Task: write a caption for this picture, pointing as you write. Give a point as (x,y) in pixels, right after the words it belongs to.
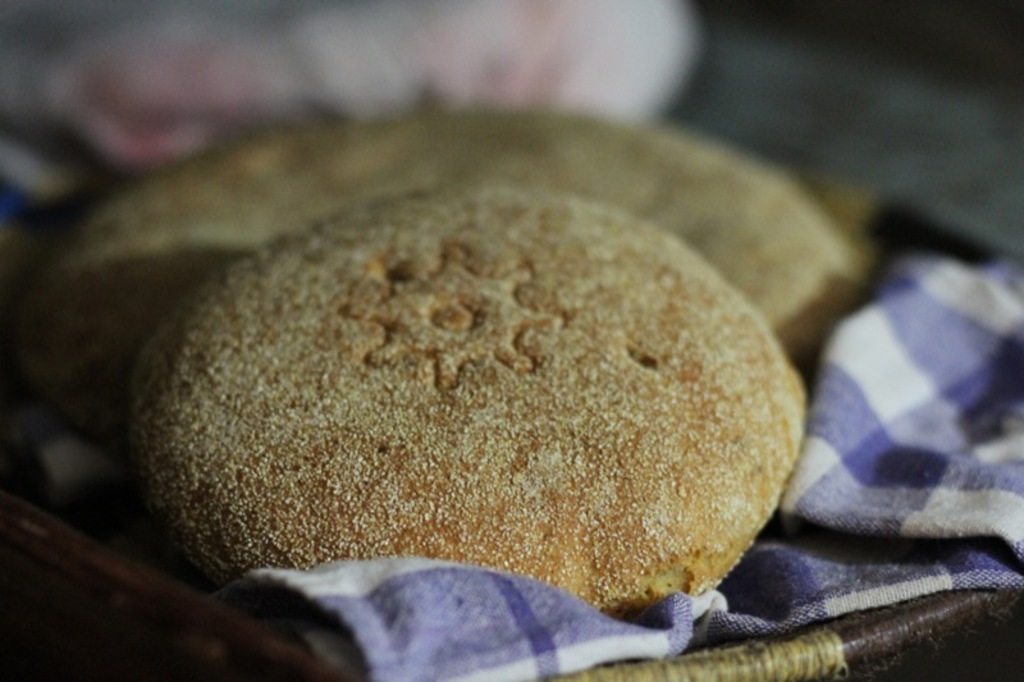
In the foreground of this image (578,251), there are loaves of bread (663,286) on a cloth (512,631) which it seems to be on a tray (881,644) and the background (864,88) image is blur.
